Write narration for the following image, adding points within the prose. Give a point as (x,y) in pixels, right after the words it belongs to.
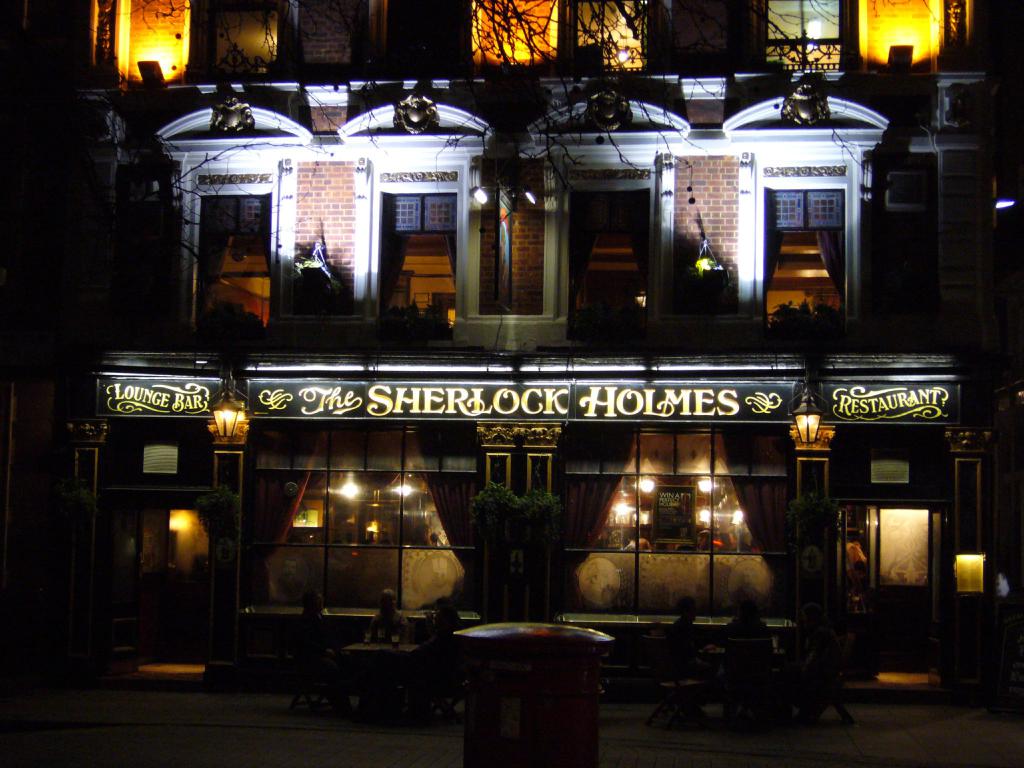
In the picture I can see a building (441,498) which has windows (444,307), lights (388,365), boards (893,419) which has something written on them, a tree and some other objects (541,645). This image is little bit dark.
